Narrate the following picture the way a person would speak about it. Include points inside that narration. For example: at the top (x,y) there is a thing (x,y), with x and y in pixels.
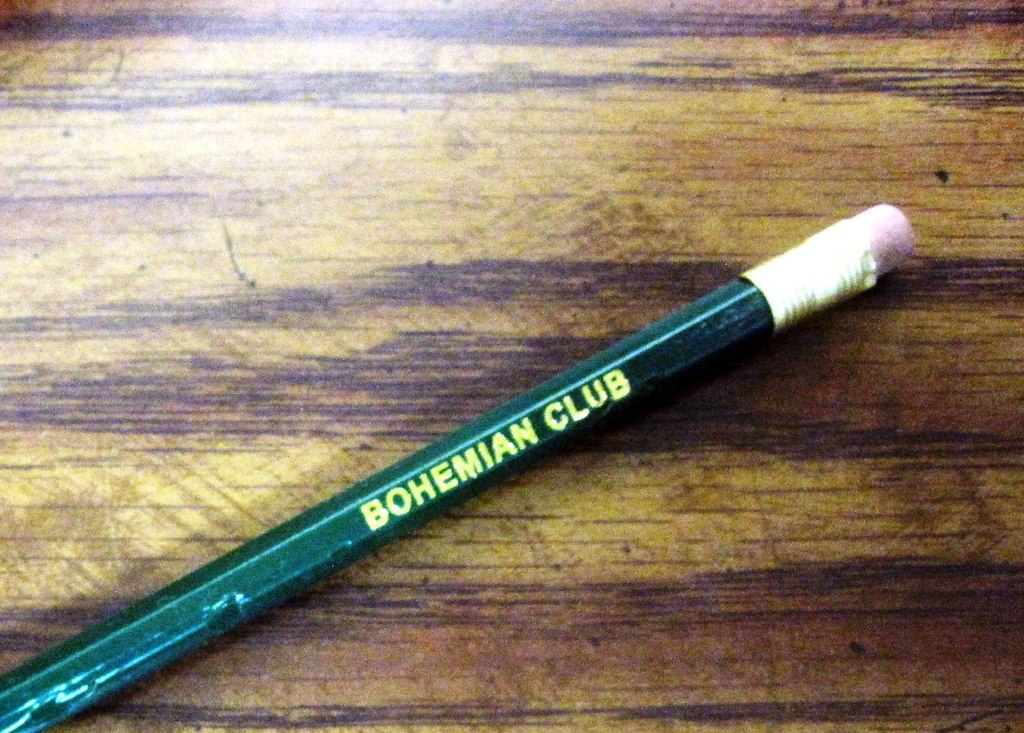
In this picture we can see a pencil (432,494) on a wooden platform (191,168).
